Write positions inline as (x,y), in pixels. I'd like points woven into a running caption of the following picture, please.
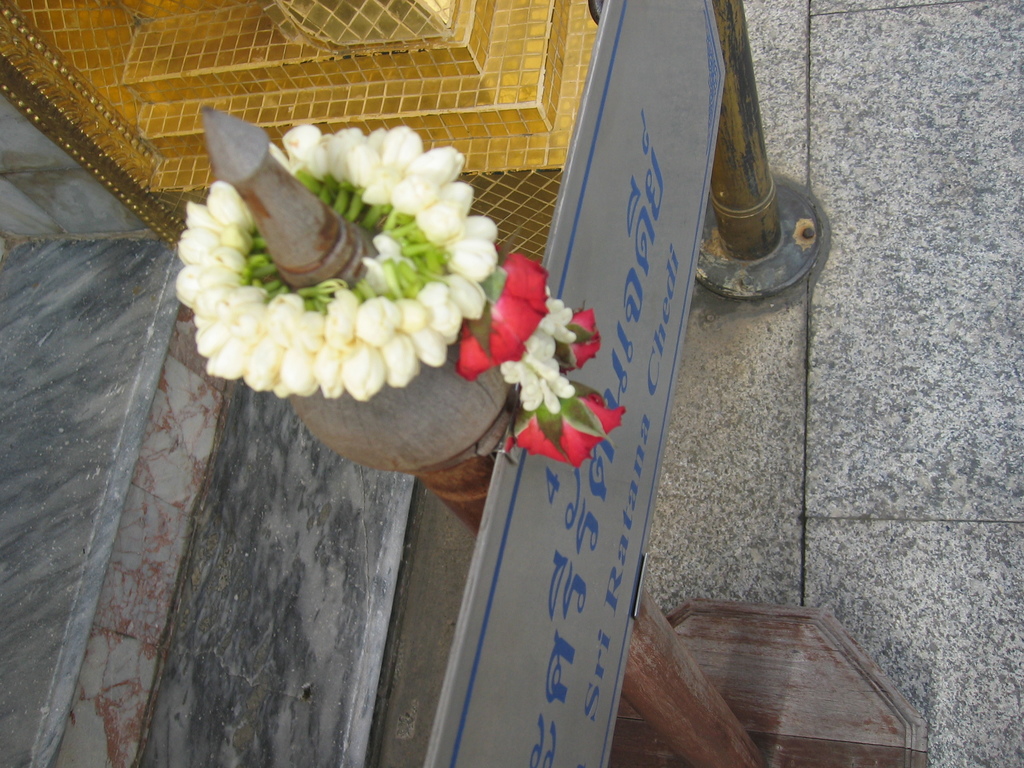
In this picture we can see flowers (365,340), name board (623,532) and metal rods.
